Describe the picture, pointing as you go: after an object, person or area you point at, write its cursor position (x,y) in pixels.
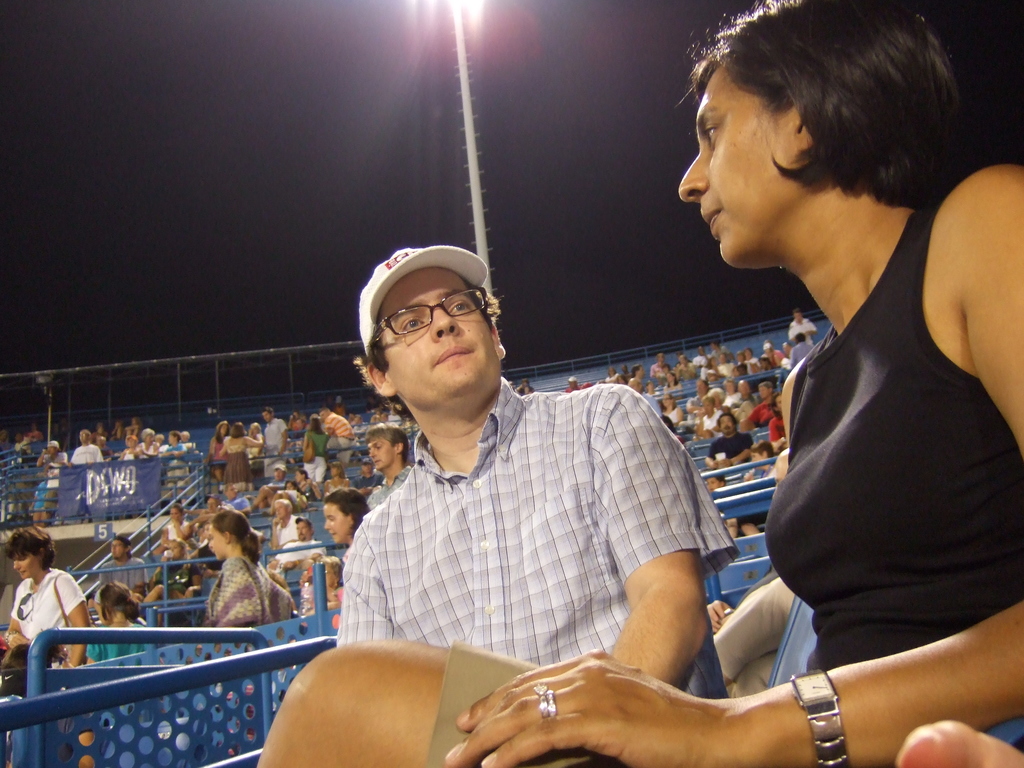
In this picture I can see a group of people (649,489), in the background (481,5) there is a pole (477,163) which has the lights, on the left side (317,633) I can see the metal rods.
